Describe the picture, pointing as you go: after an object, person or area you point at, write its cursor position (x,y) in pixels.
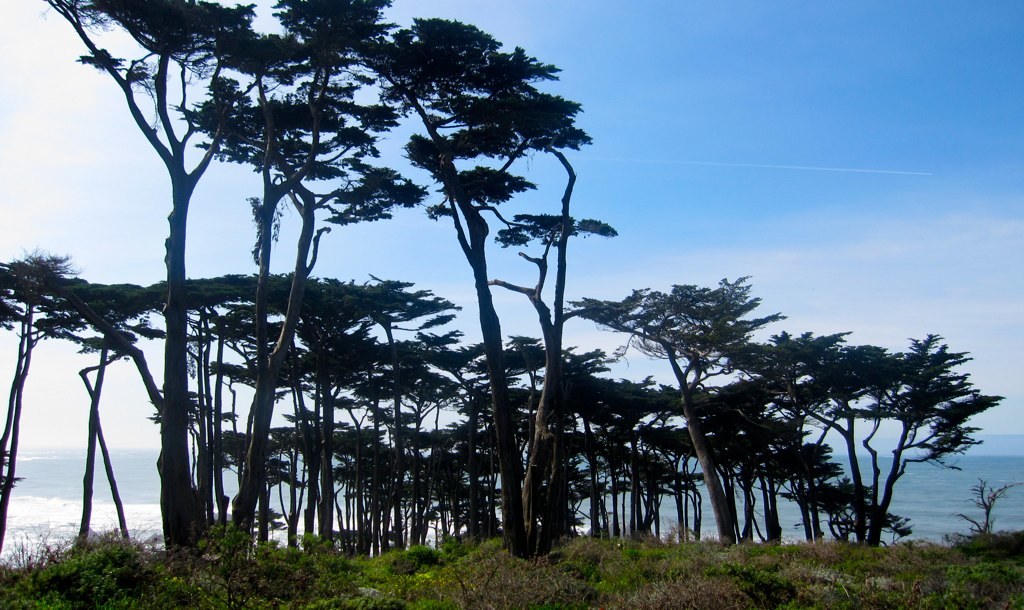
The picture is clicked near a water source (958,486). In the foreground of the picture (909,554) there are plants (329,582), trees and shrubs (541,578). In the background (79,488) there is water (136,503). Sky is clear and it is sunny.
